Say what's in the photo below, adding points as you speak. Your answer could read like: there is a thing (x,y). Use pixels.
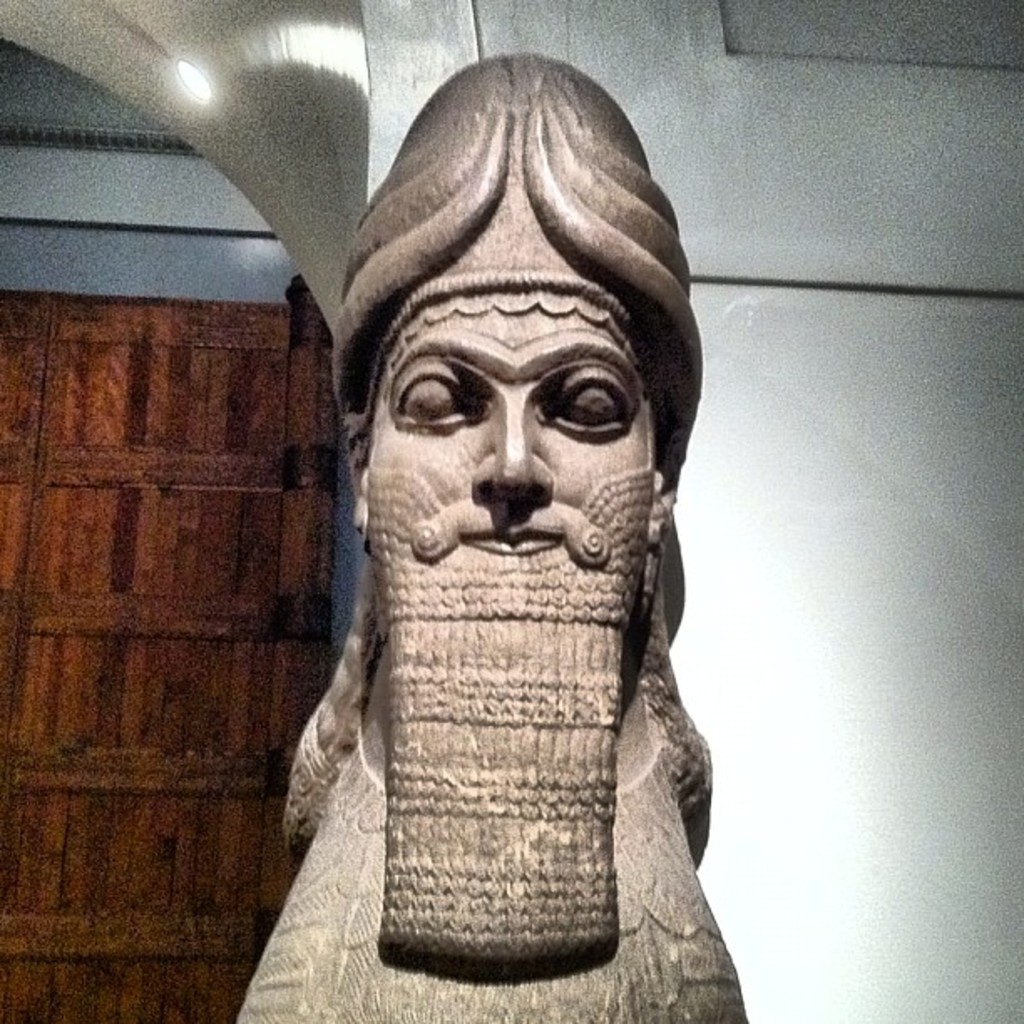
We can see statue (492,77), behind this statue (492,60) we can see wall (442,47) and light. In the background (66,502) we can see wooden object (157,505).
